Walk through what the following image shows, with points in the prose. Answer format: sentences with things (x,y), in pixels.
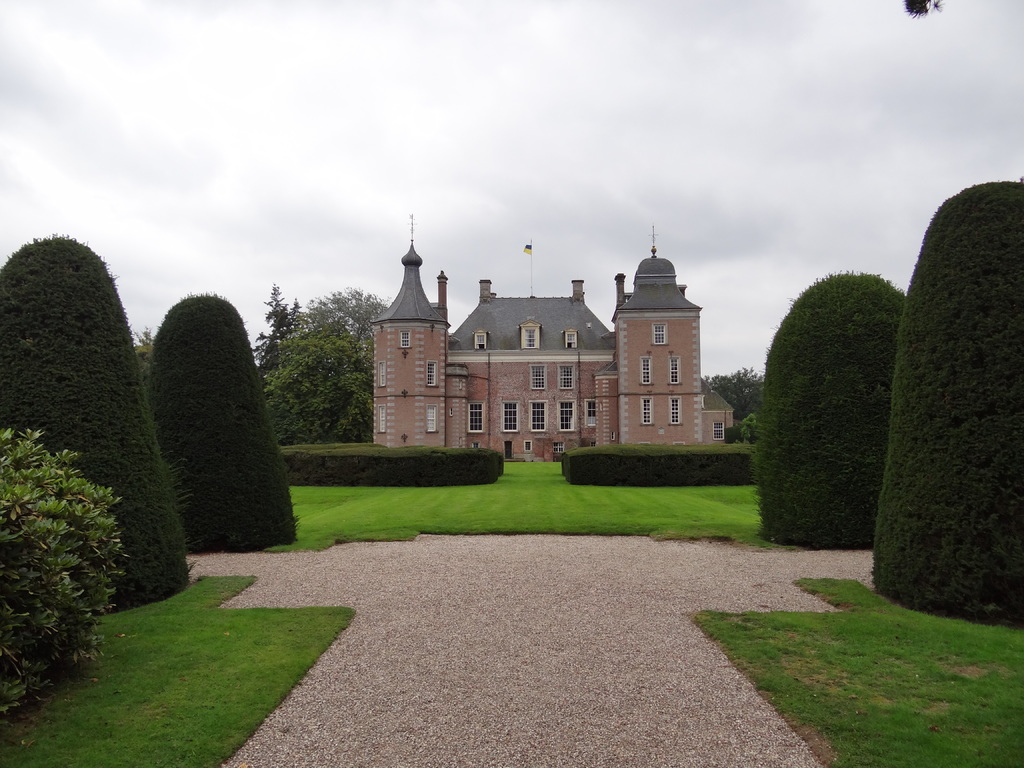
In the middle (404,320) there is a house (422,329) there are trees (961,519). In this image at the top (611,108) it is the cloudy sky (518,120).
